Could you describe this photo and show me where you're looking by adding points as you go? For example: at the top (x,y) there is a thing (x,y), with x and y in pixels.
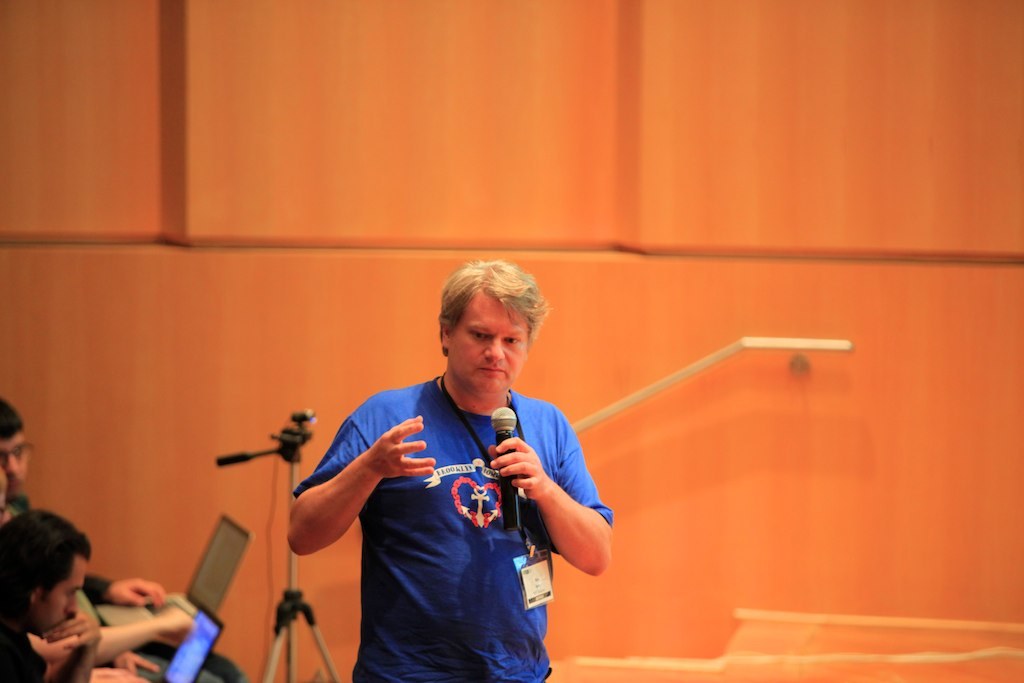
In the foreground (516,284), I can see one person (509,380) is holding a mike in hand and two persons (158,602) are sitting on the chairs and are holding laptops (199,642) in their hand (178,640). In the background (311,592), I can see a camera stand (289,617) and a wall (635,179). This image is taken, maybe in a hall (404,106).
